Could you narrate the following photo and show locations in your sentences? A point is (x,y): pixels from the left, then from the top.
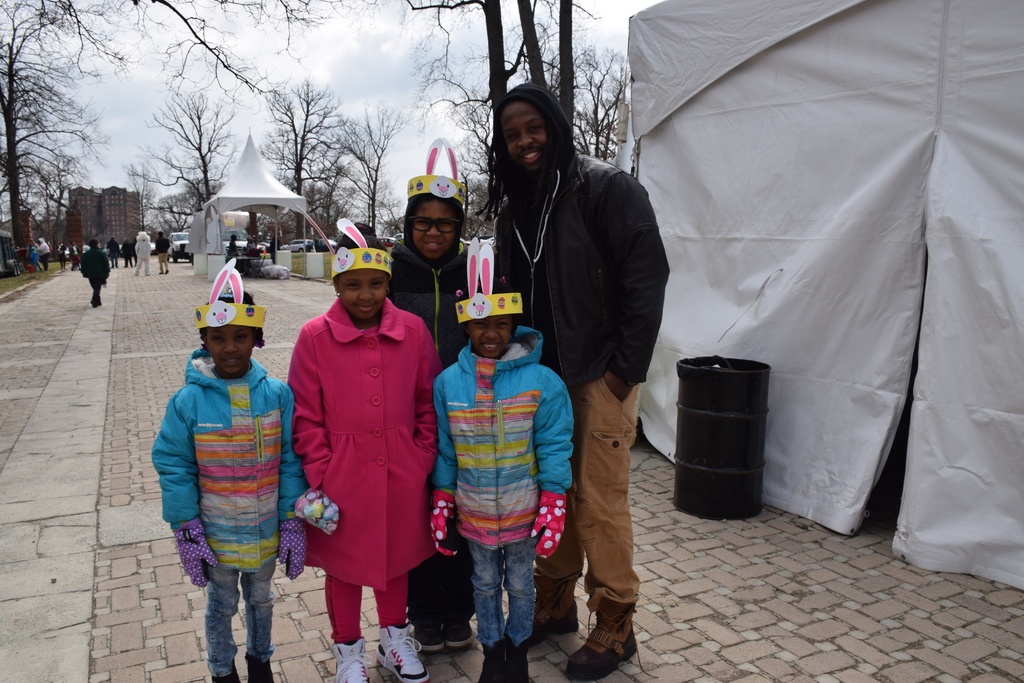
In this picture we can see some small girls (281,462) wearing a colorful jackets (402,508) standing in front (386,514) smiling and giving a pose. Beside there is a African man (616,268) wearing a black jacket (599,320) smiling and standing on the cobble stones (745,541). Behind there is a black drum (755,386) and white color tent (906,293). In the background (260,176) there is a white color canopy tent (209,204) and some dry trees (212,188).
